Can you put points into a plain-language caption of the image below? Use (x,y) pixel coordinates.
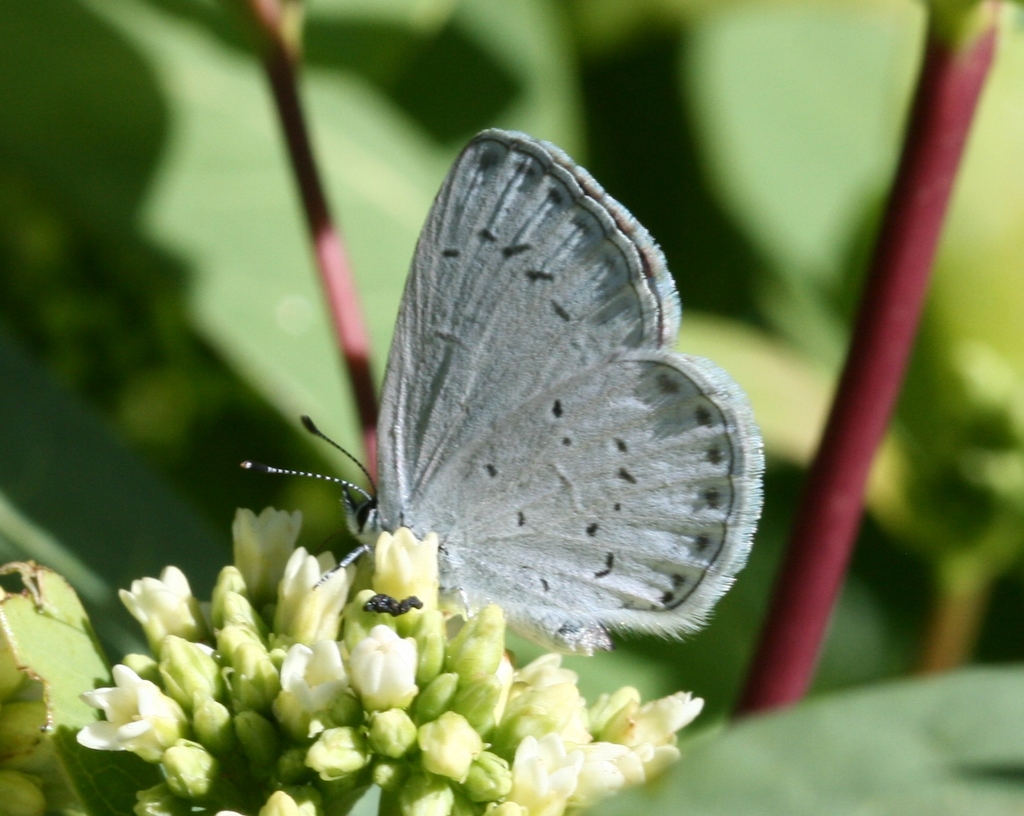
In this image at the bottom (204,655) there is one flower (306,662), on the flower (202,660) there is one butterfly (528,399) and in the background (93,481) there are some plants (194,303).
